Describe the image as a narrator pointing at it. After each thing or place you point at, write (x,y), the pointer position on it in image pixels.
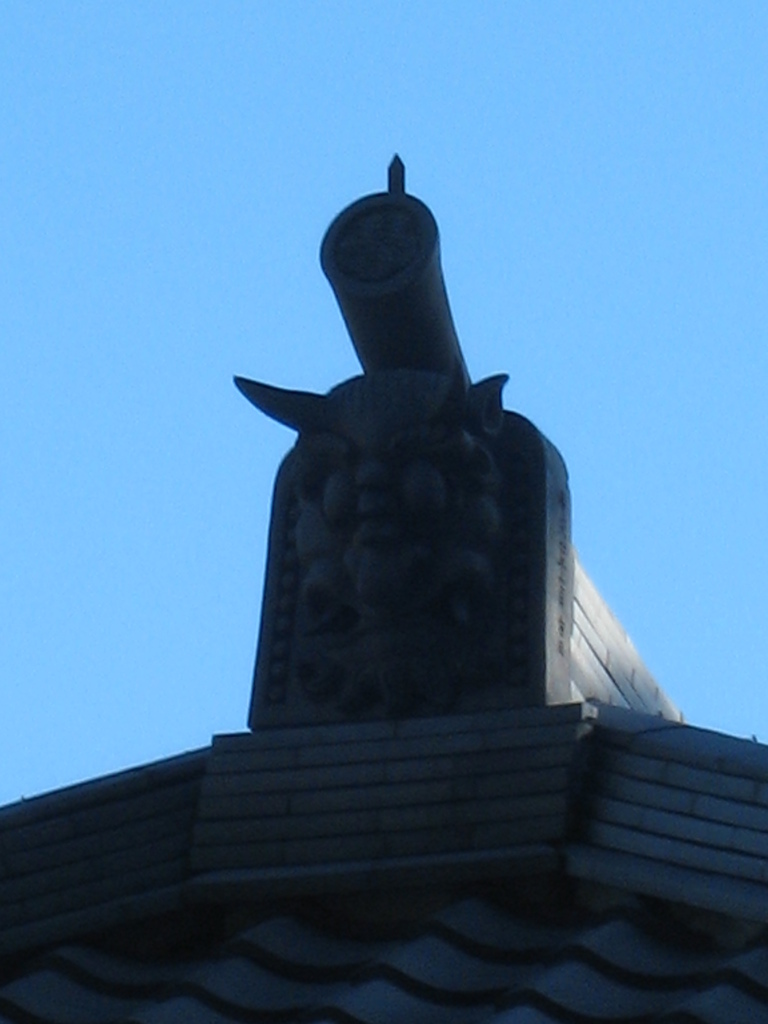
In front of the image there is a concrete structure (449,609) on the building (490,873). In the background of the image (595,294) there is sky (684,312).
